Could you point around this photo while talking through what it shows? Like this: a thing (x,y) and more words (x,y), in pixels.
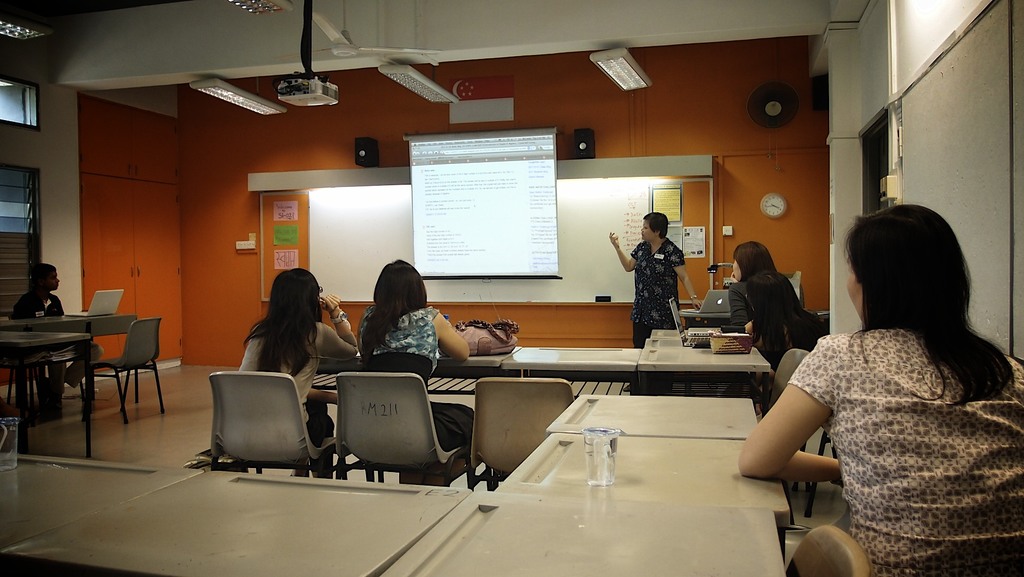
This picture shows few people (295,359) seated on the chairs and a woman (665,287) standing and speaking by seeing the projector screen (548,235) and we see a wall clock (771,199) on the wall (786,229) and we see a projector (313,101).
